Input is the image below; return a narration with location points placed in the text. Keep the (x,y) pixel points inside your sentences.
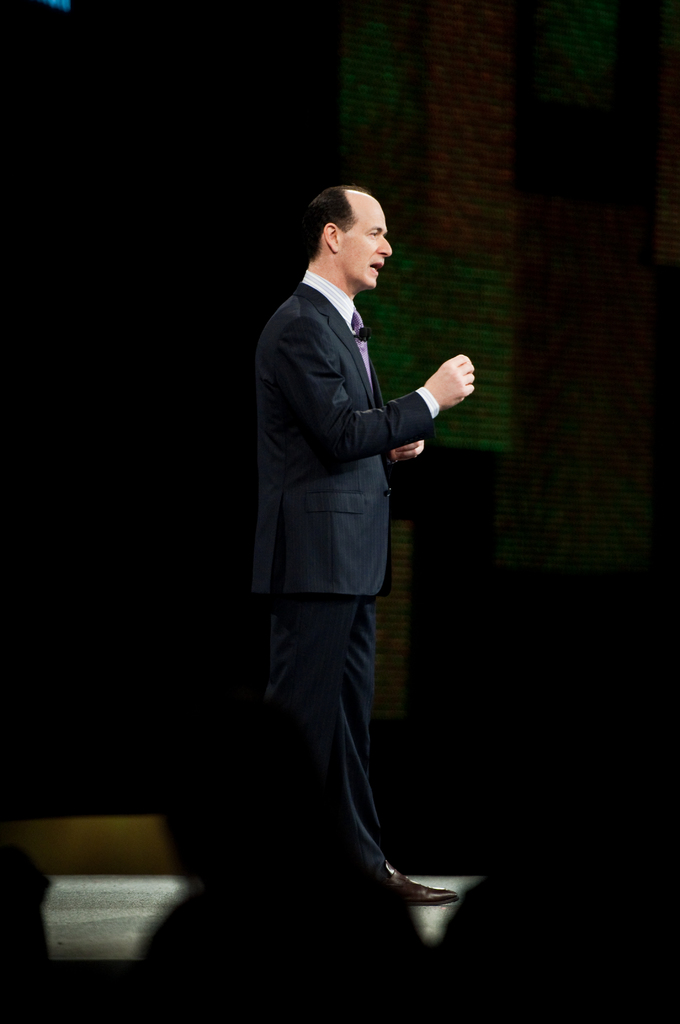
In this image, in the middle (282,517), we can see a man (359,454) standing, he is wearing a coat (389,448). There is a dark background (202,135).
